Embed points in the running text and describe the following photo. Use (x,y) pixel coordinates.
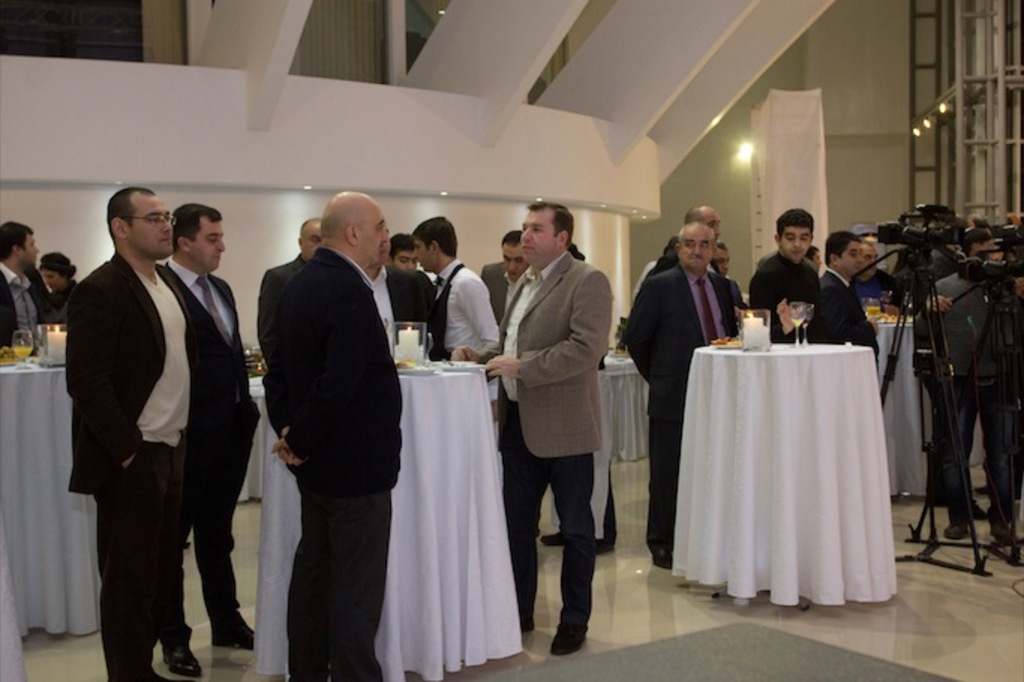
This image consists of some tables (514,626). There are videographers (1005,463) on the right side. There are so many persons (419,301) standing in tables (804,408). On the tables (629,431) there are candles (757,338), glasses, plates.
